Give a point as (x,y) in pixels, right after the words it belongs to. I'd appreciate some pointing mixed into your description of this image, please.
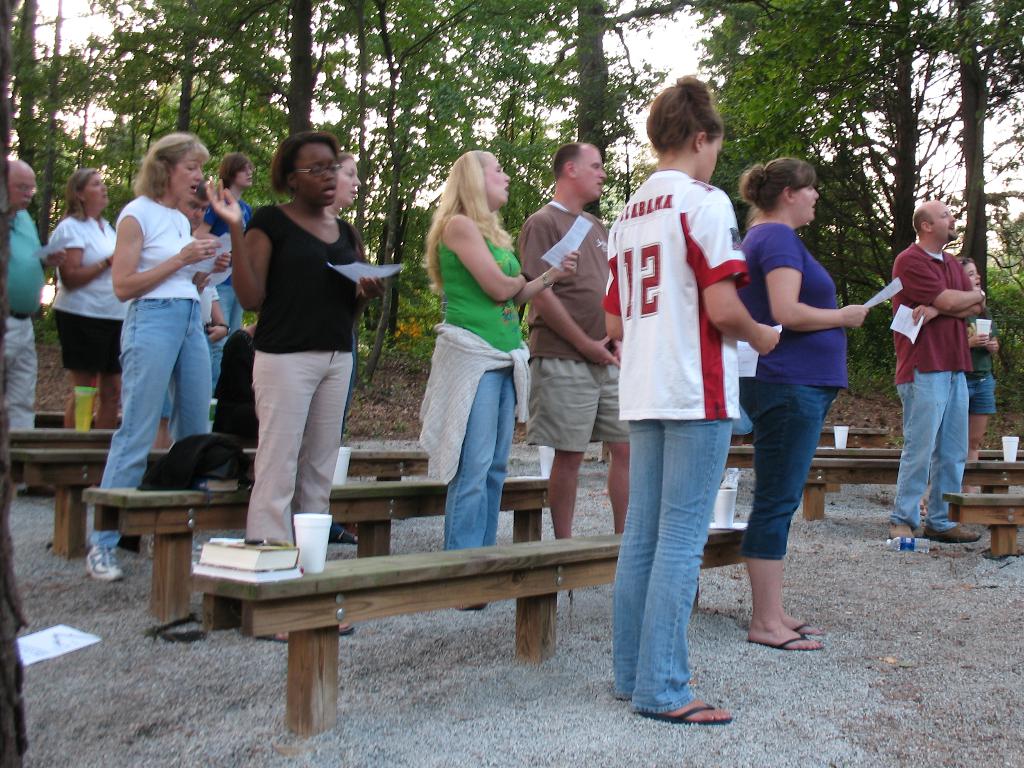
In this image I can see number of people (805,193) are standing and holding a paper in their hand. In the background (119,37) I can see few trees (752,59) and here I can see few benches (30,443). I can also see number of cups (303,557) on these benches (49,448).
